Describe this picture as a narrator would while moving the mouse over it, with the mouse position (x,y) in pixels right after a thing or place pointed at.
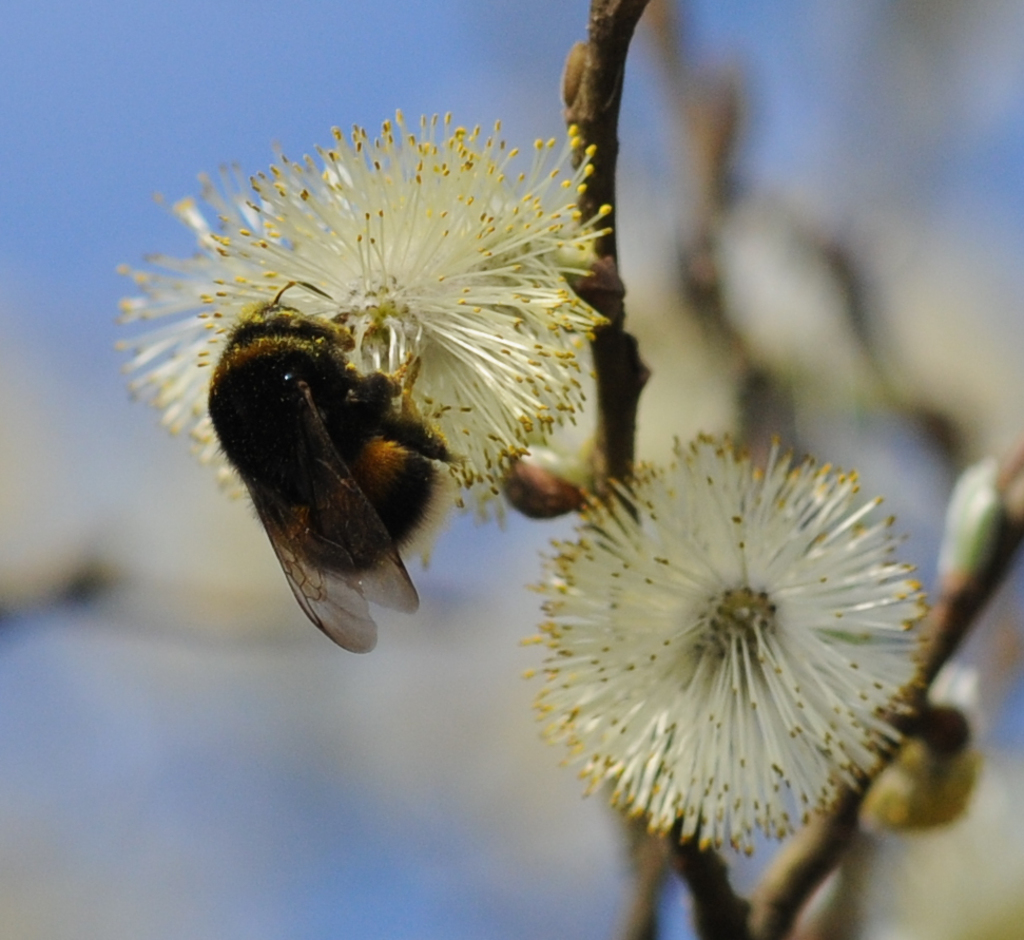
In this picture, it seems like an insect (290,328) on a flower (444,385) and another flower (643,665) in the foreground (370,506).
